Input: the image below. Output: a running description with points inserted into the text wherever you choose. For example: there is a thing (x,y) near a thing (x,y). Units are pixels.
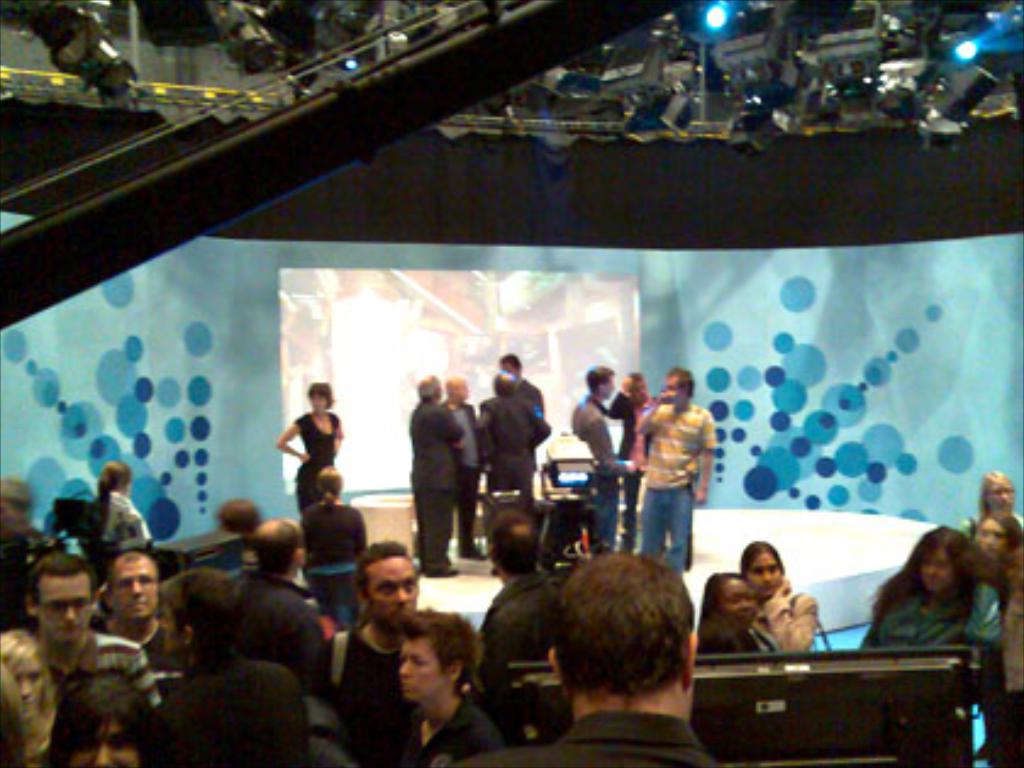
In this image there are few people (621,450) present on the stage (848,557) and few (912,615) are present on the floor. At the top (695,72) there are cameras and also lights (845,66). Screen (514,305) is also visible in this image.
